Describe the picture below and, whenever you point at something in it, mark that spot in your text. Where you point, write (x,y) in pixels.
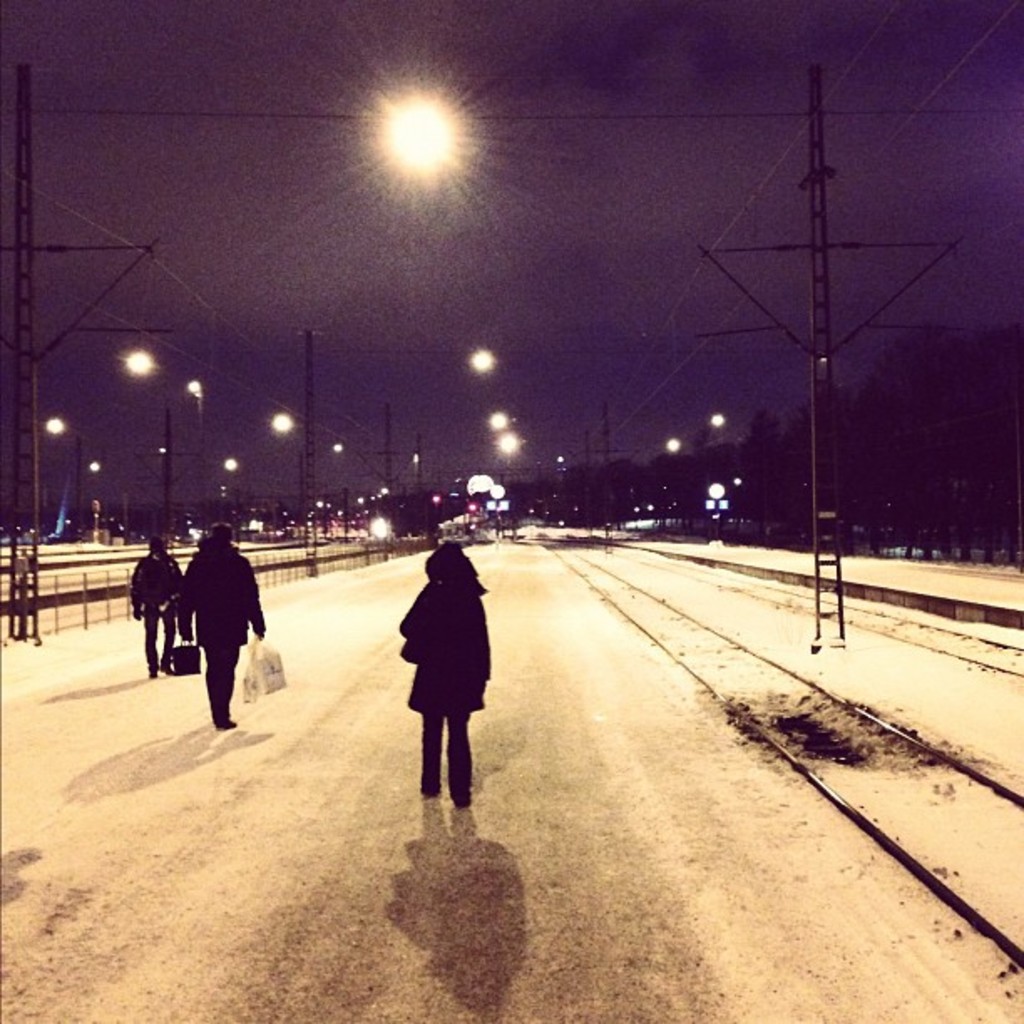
In this image we can see people (441,575) walking on the road (497,571) and one of them is holding polythene bags (259,671) in the hands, street poles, street lights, electric poles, electric cables (650,118), trees (871,428) and sky (630,167).
